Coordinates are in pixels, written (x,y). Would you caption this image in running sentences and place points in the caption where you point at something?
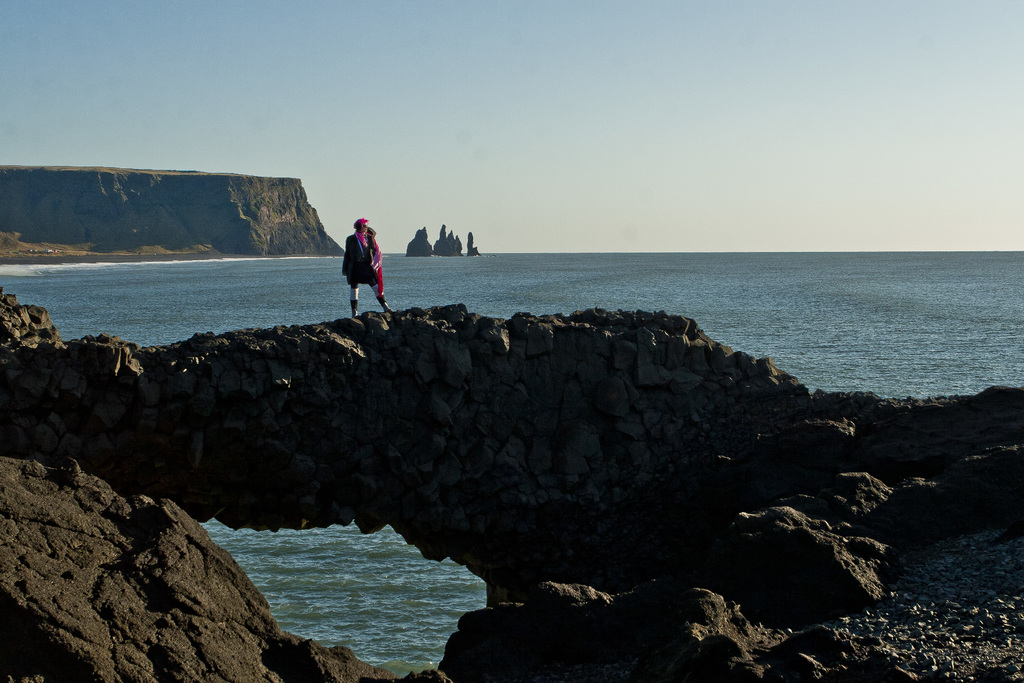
In the middle of the picture (366,272), we see the person (360,264) is standing on the rock (424,365) and this rock (263,429) looks like an arch (258,462). At the bottom (798,579), we see the stones (814,626). Behind the person (362,239), we see water (665,288) and this water (827,349) might be in the sea (719,286). There are rocks (158,236) in the background (256,185). At the top (433,106), we see the sky (516,151), which is blue in color.
